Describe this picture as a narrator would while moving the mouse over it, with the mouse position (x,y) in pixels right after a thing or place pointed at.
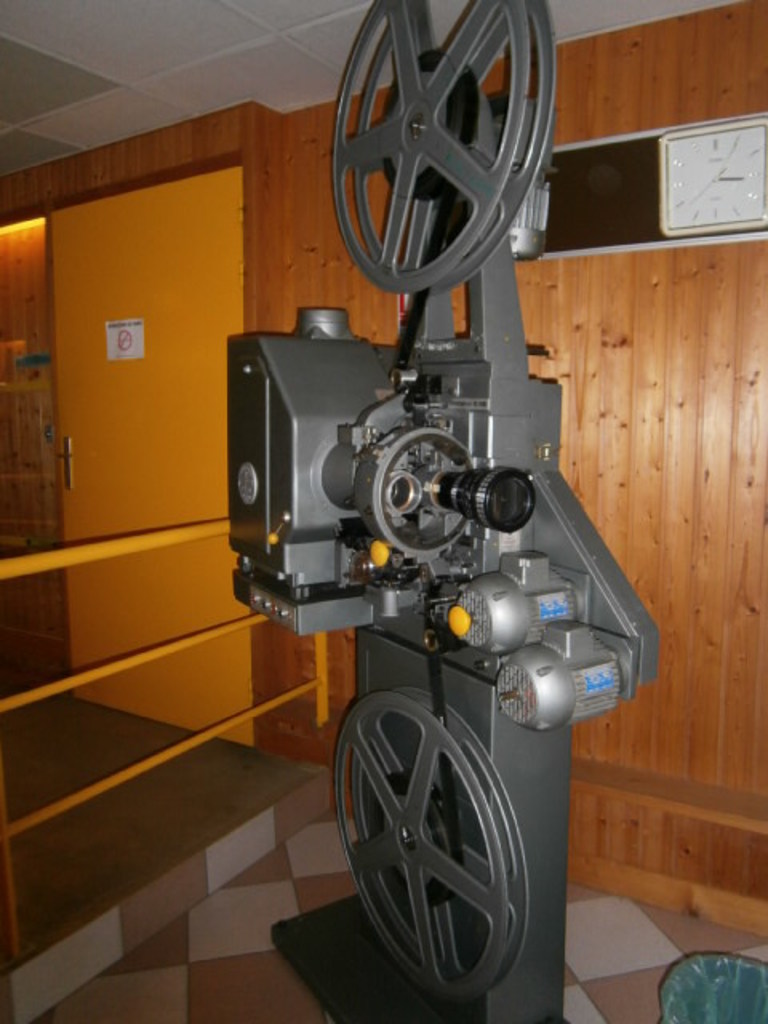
In this image in the center (455,460) there is one machine (437,740) and in the background (455,314) there is a wooden wall (284,237), door (225,242) and one clock (695,222). At the bottom (760,942) there is a floor (760,942), at the top (149,62) there is ceiling (125,65).
